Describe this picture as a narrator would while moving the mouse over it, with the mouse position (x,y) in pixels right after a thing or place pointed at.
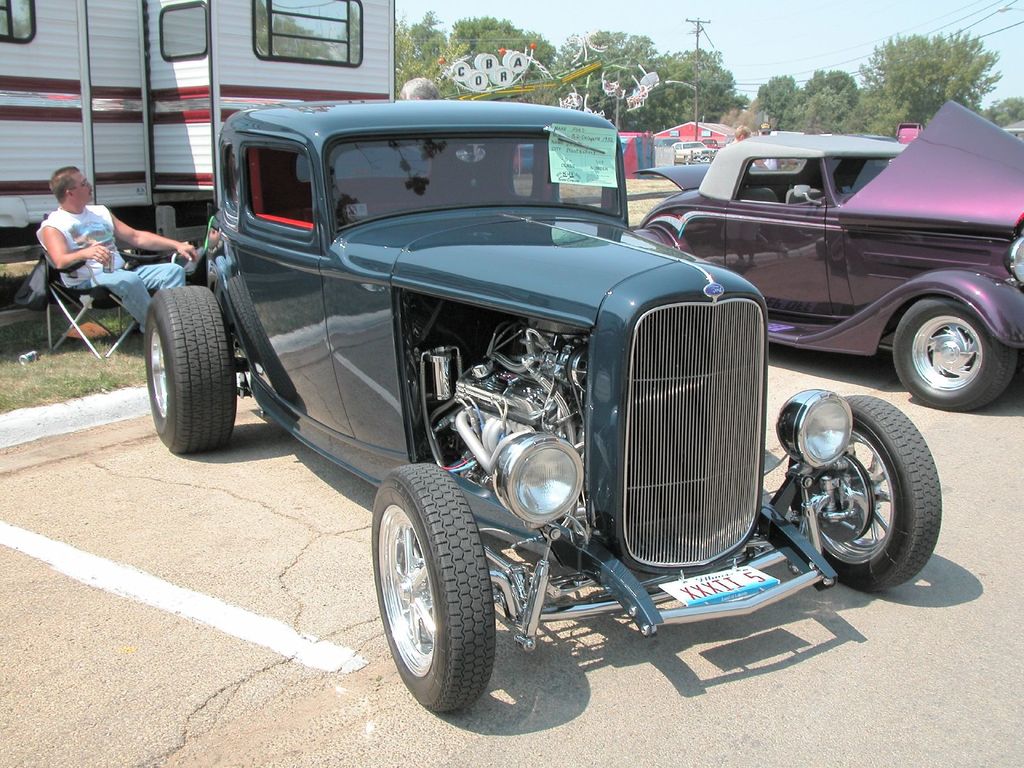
There are vehicles (696,209), a person (88,246) sitting on the chair (89,295), trees (672,105), poles (698,79) and sky (762,60) in this picture.
